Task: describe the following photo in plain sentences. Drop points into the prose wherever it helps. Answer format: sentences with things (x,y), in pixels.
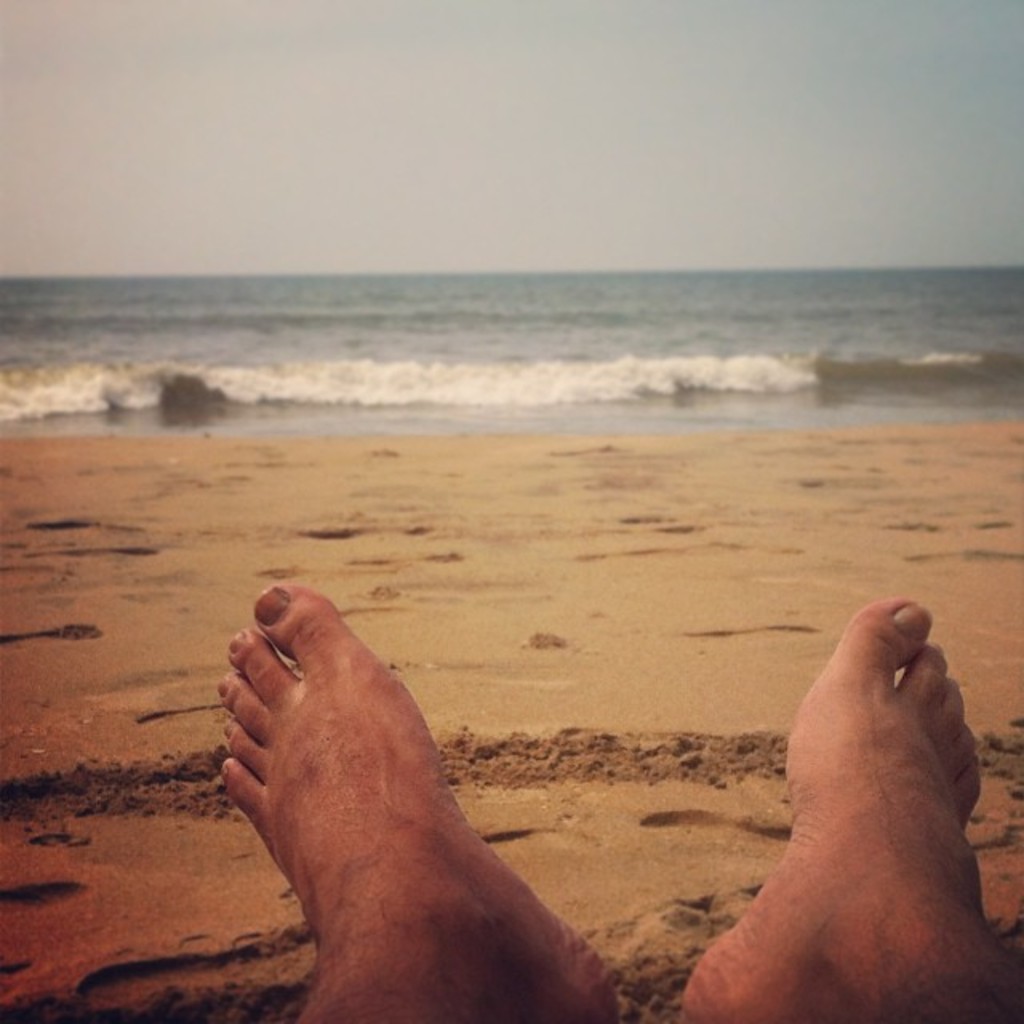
In the picture we can see a beach view (789,566) with a sand (596,902) and some persons toes (254,730) on it and in the background (654,310), we can see water (626,371) with tides (152,371) and a sky (457,190).
